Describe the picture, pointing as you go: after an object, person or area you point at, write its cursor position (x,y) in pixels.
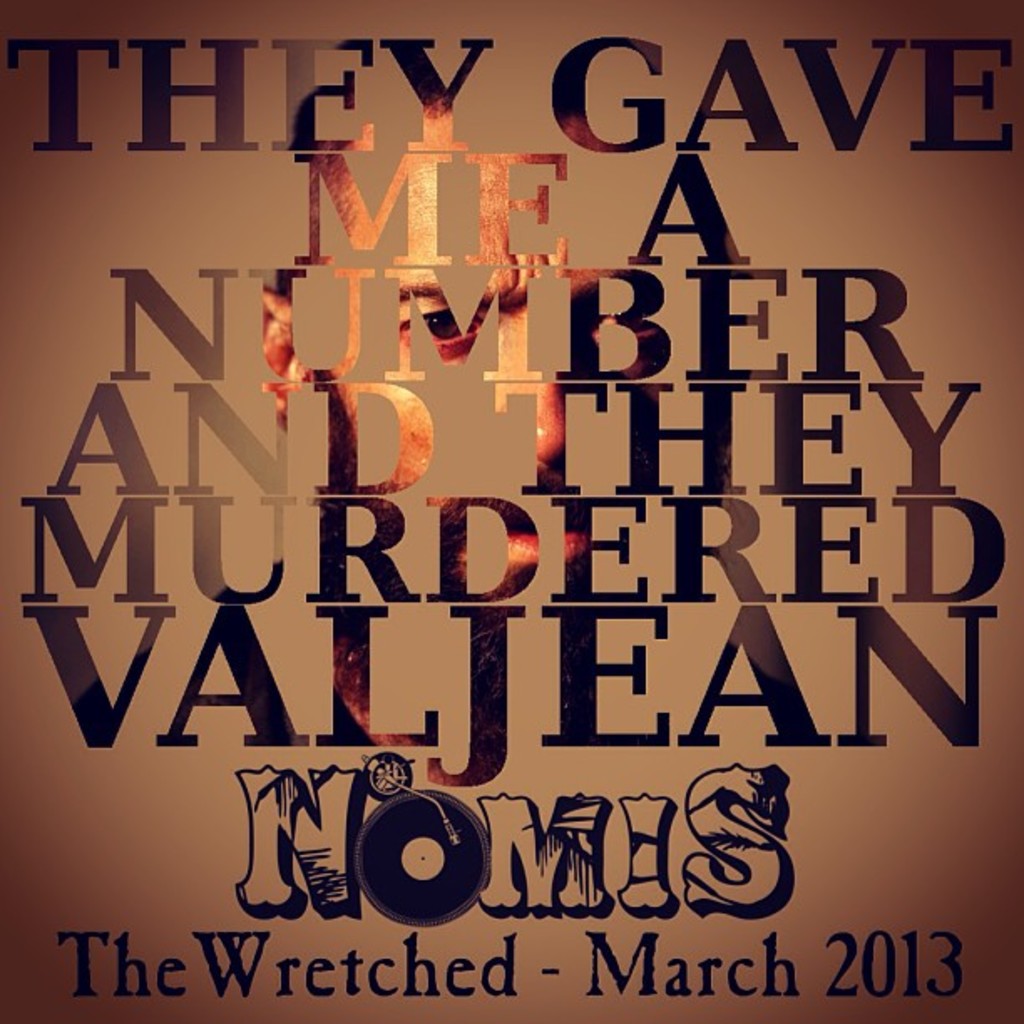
In this picture I can see a board (644,560), on which I can see some text (649,456) and person face (344,395).
